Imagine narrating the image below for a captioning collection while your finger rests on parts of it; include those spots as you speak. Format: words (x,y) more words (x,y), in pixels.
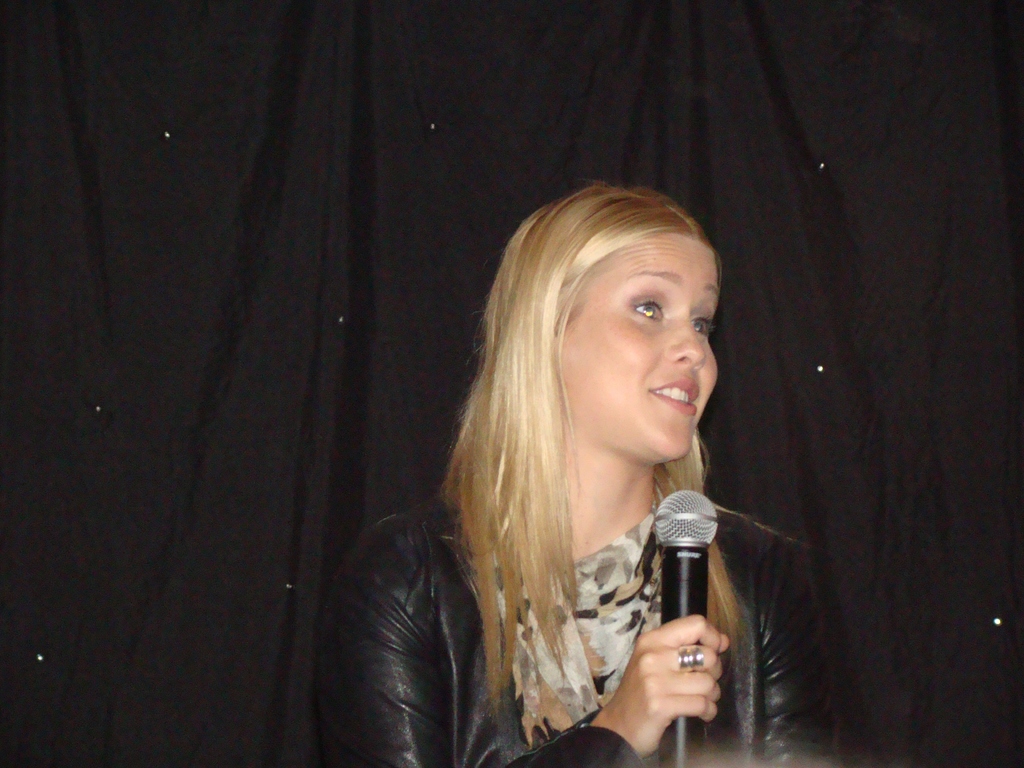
In this image we can see a lady (424,528) holding a mic (678,593). In the back (743,188) there is a black cloth (311,288).
